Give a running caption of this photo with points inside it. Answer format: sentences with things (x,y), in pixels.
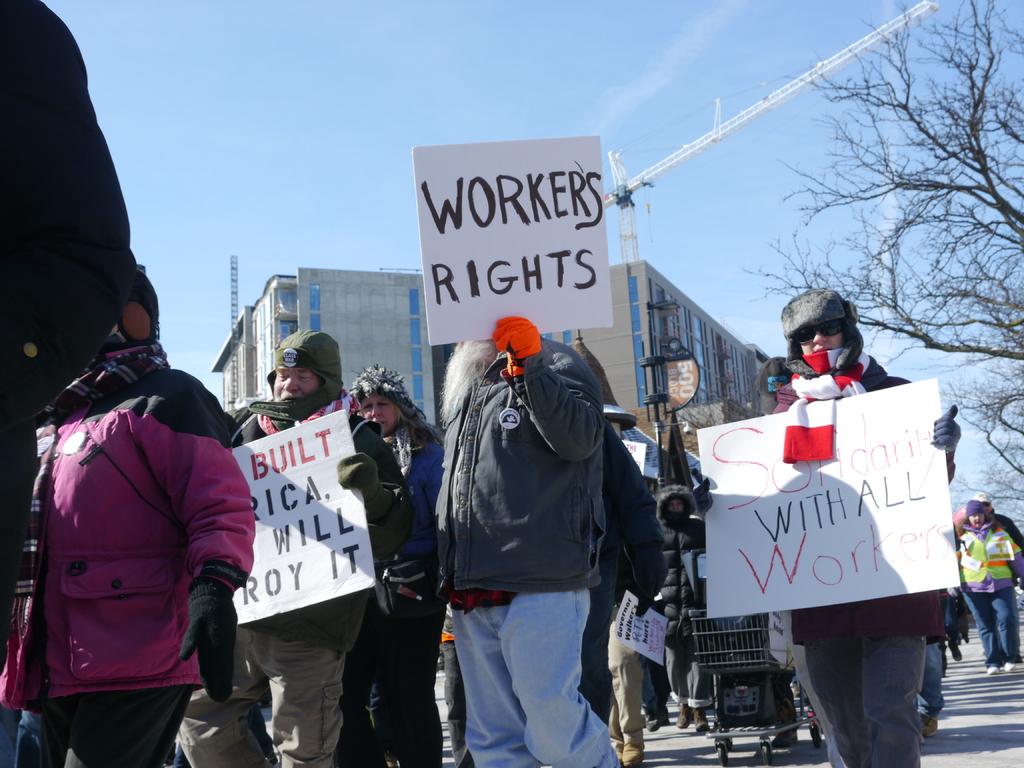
In this picture I can see few people (555,493) walking and they are holding placards (426,266) in their hands (945,443) with some text (463,219) and I can see buildings (678,295), trees (1002,448) and a crane (613,194) I can see a blue cloudy sky (574,7) and looks like a human (684,703) holding a shopping cart (719,651).
